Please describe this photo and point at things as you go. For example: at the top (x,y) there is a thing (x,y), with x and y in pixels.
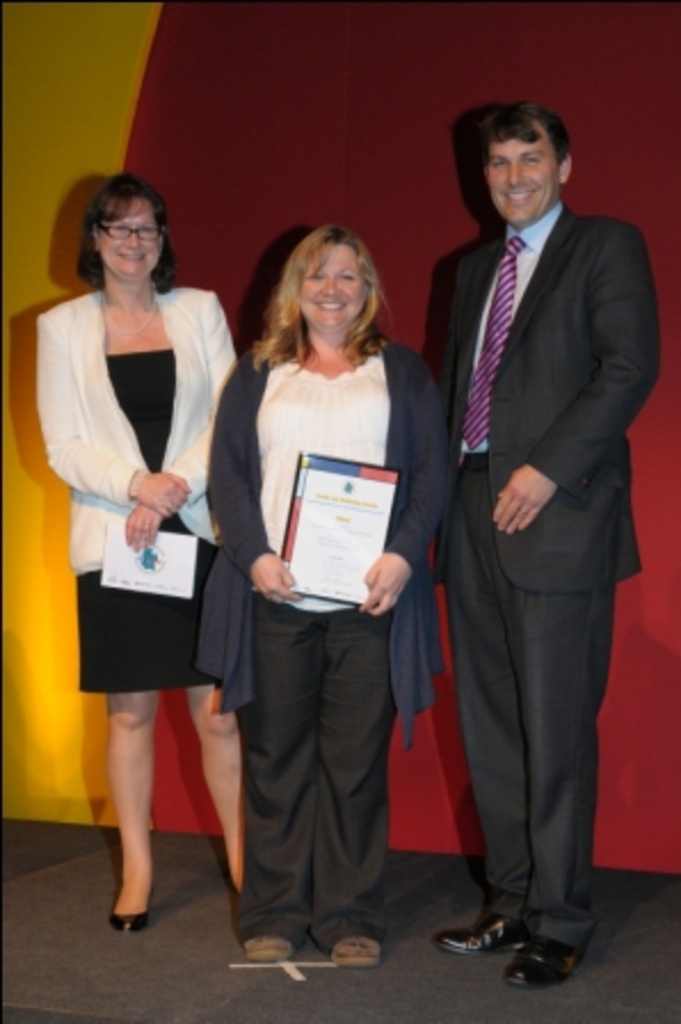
This picture is taken inside the room (395,315). In this image, there are two women (227,392) and one man (520,375) are standing on the floor (572,1006). In the background (199,122), there is red color and yellow color.
